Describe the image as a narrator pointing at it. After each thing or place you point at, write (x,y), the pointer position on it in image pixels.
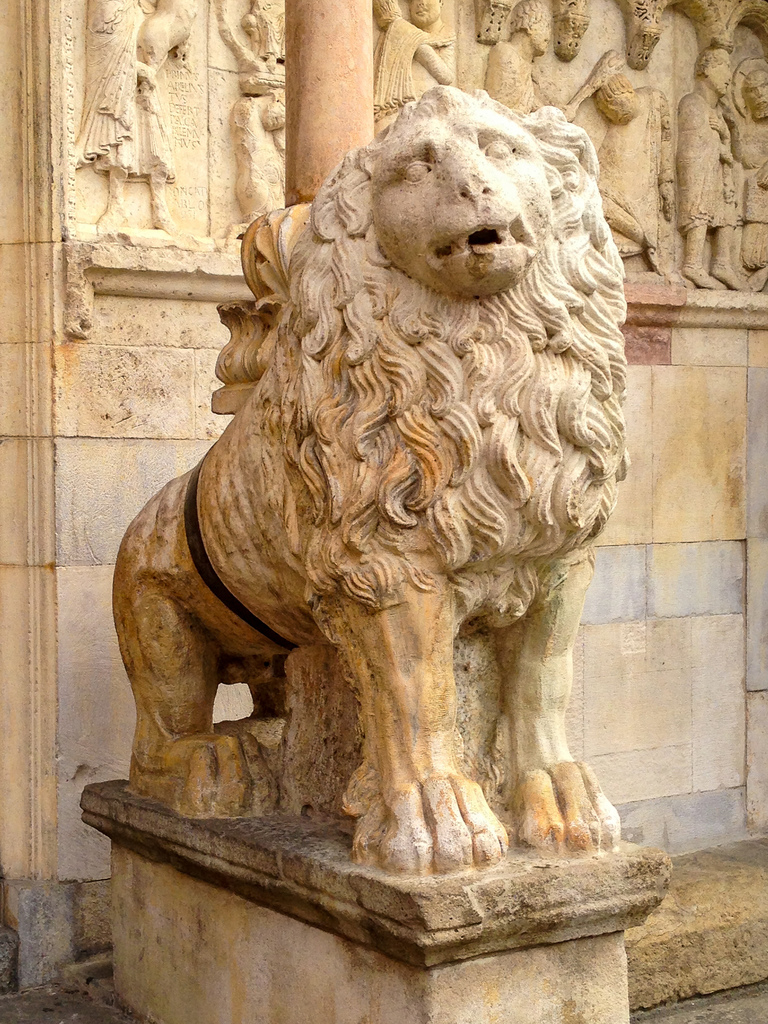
In this image in the center (341,458) there is a sculpture of animal (414,554), and in the background (687,511) there is a wall (754,345) and some sculptures (276,39) and pillar (314,45). At the bottom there is a walkway (714,953).
